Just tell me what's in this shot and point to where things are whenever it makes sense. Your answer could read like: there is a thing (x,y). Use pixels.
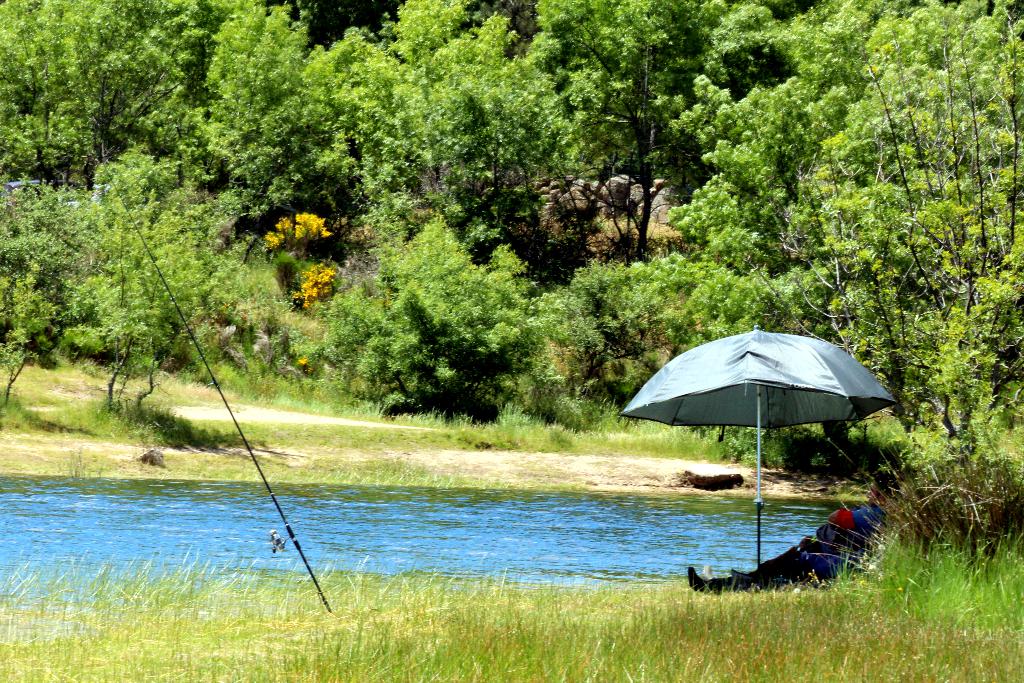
As we can see in the image there is water (560,539), grass (943,636), trees (741,145), an umbrella (746,368) and a person (842,522) sitting over here.
